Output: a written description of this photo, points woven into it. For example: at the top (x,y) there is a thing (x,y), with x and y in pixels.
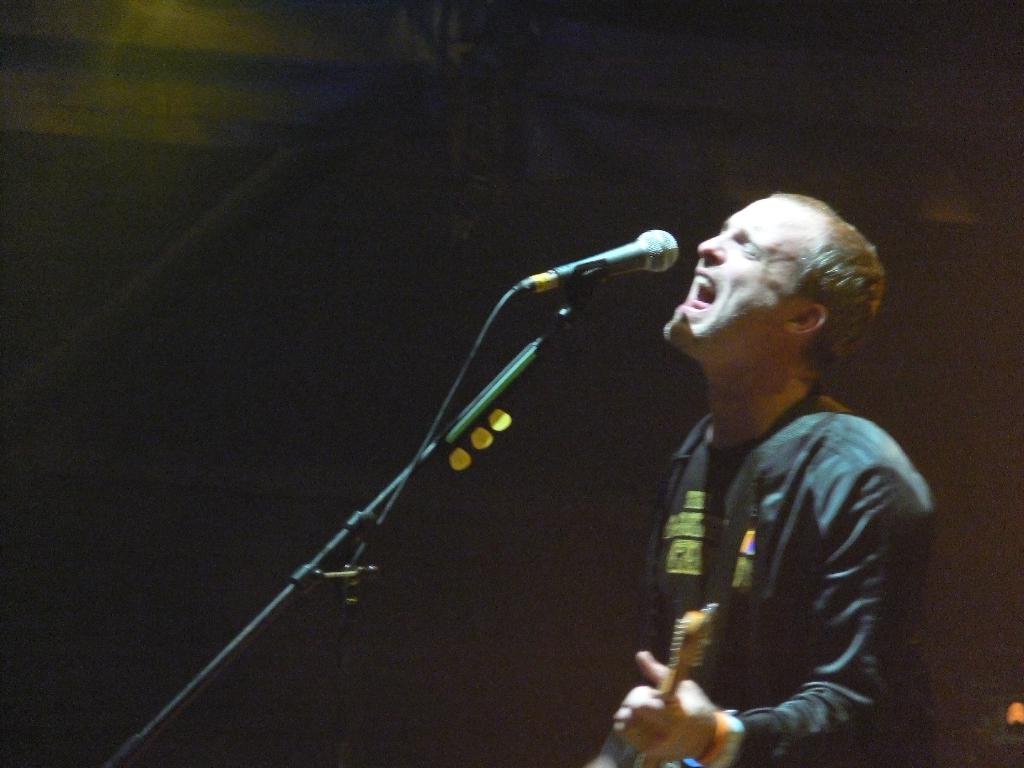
In this image I see a man (767,571) who is holding a musical instrument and he is in front of a mic (669,265).
